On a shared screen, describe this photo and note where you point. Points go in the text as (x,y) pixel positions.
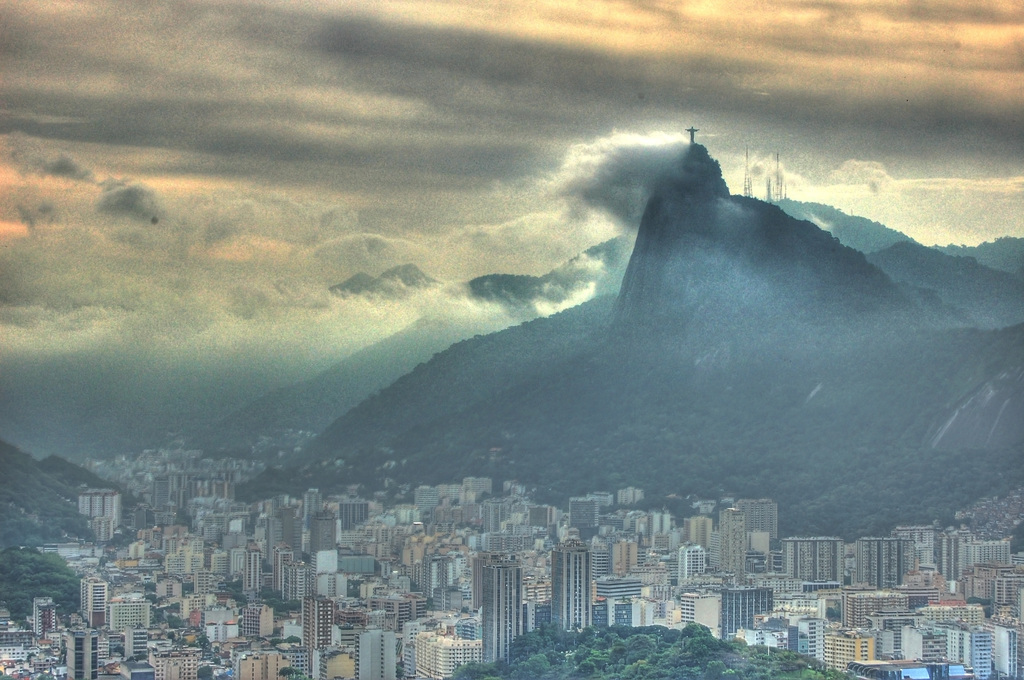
This image is an aerial view. In this image we can see many buildings (568,596), trees (690,474), hills (555,328) and sky (572,99).
